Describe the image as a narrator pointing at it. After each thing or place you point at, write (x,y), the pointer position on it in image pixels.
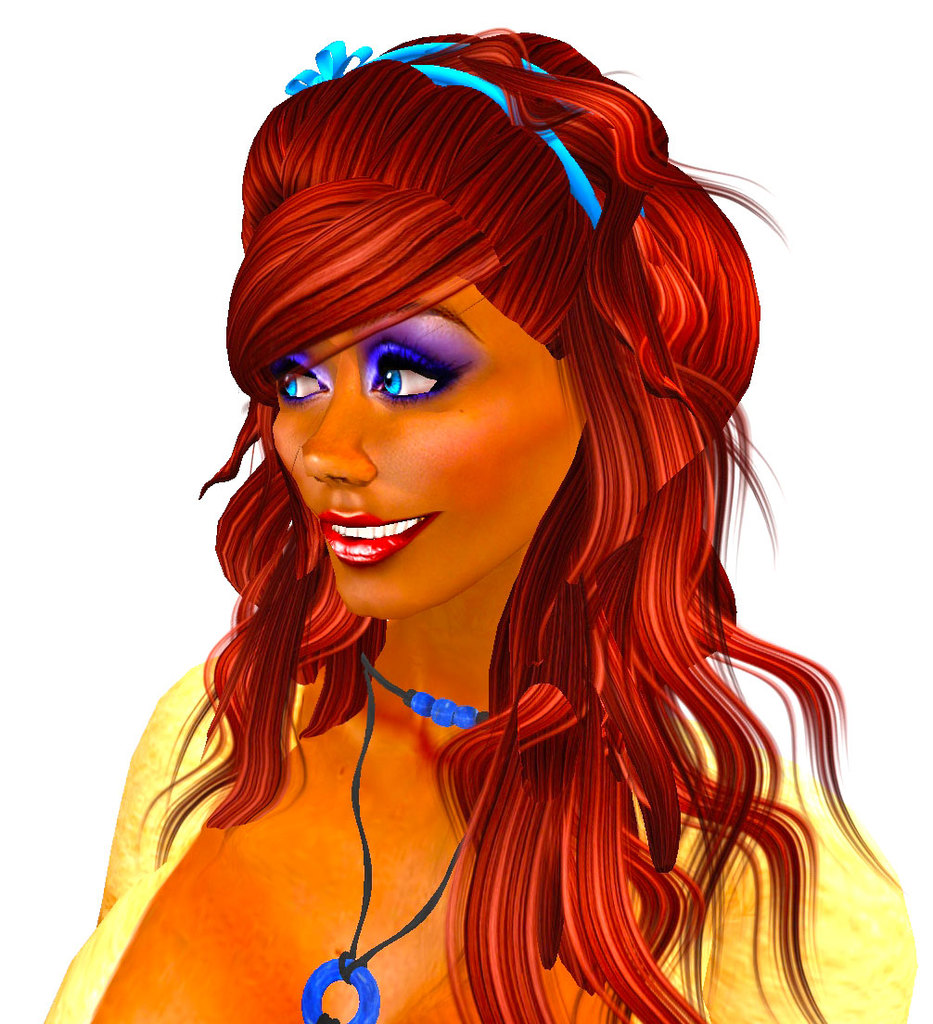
In this picture, there is a cartoon (556,708) which is woman (489,482). She is wearing a yellow top (823,936) and blue necklace (368,853).
